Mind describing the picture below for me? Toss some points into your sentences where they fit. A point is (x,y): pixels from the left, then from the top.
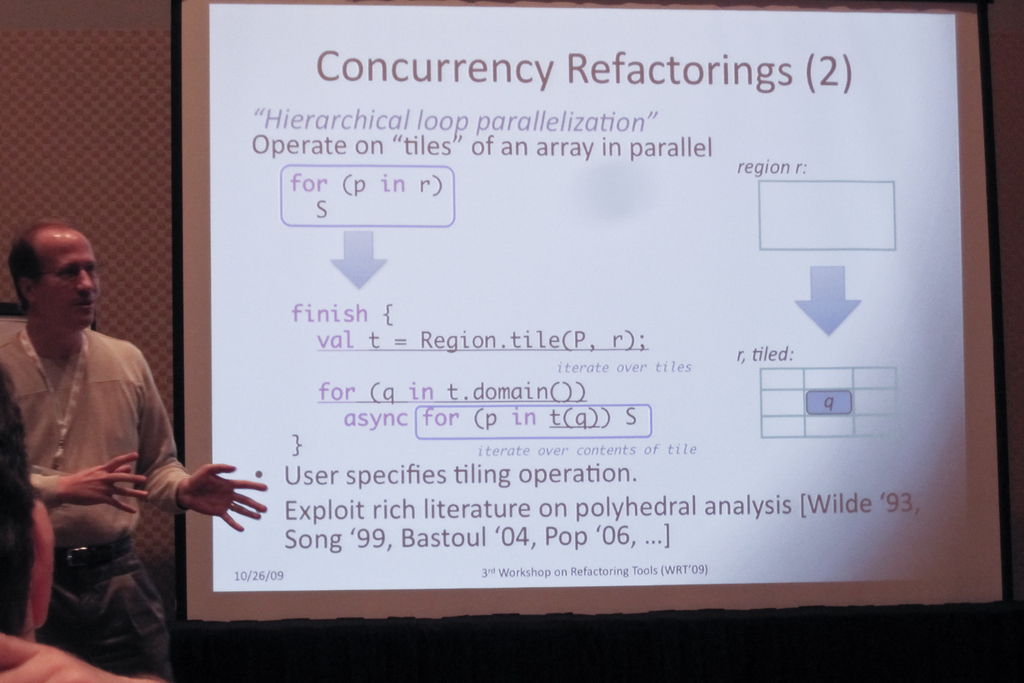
In this image I can see a person (165,464) standing. Also there is a screen (279,136) with some text (605,150) on it. And in the bottom left corner (33,542) there is a person (5,491).
